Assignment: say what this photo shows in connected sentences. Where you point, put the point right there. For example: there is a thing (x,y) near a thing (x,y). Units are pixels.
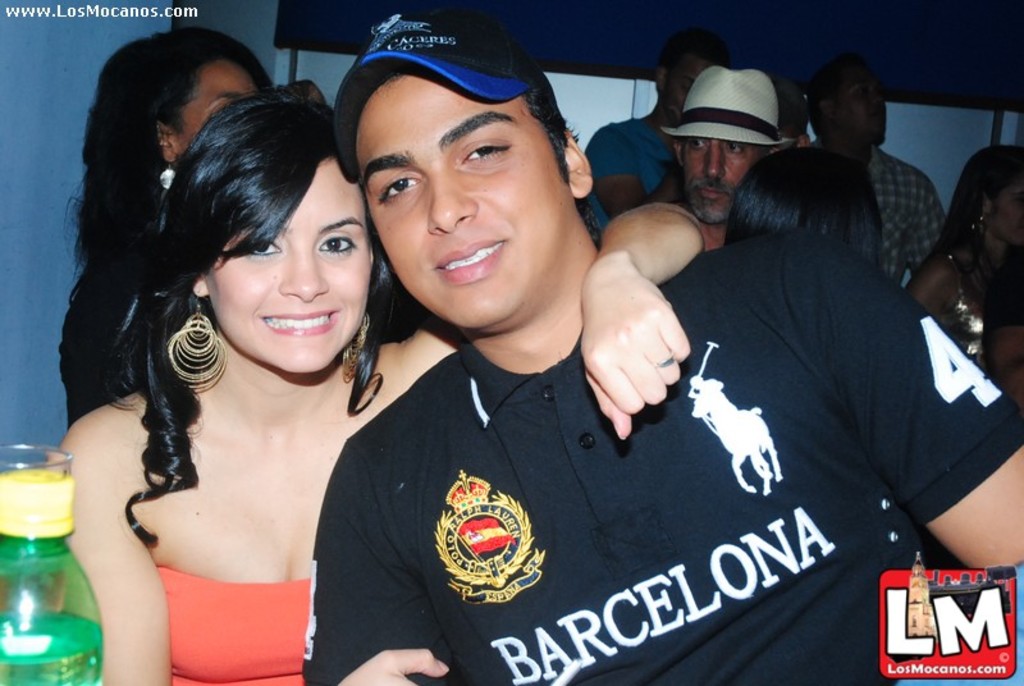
In this image there are many people (575,169). In the middle of the image (459,348) a woman (214,674) is holding a man (554,523) who is wearing a cap (436,28). At the background (846,82) there are few people (191,140) standing and there is a wall (43,329). In the left side of the image (20,666) there is a bottle (45,529) with cap (41,517).
